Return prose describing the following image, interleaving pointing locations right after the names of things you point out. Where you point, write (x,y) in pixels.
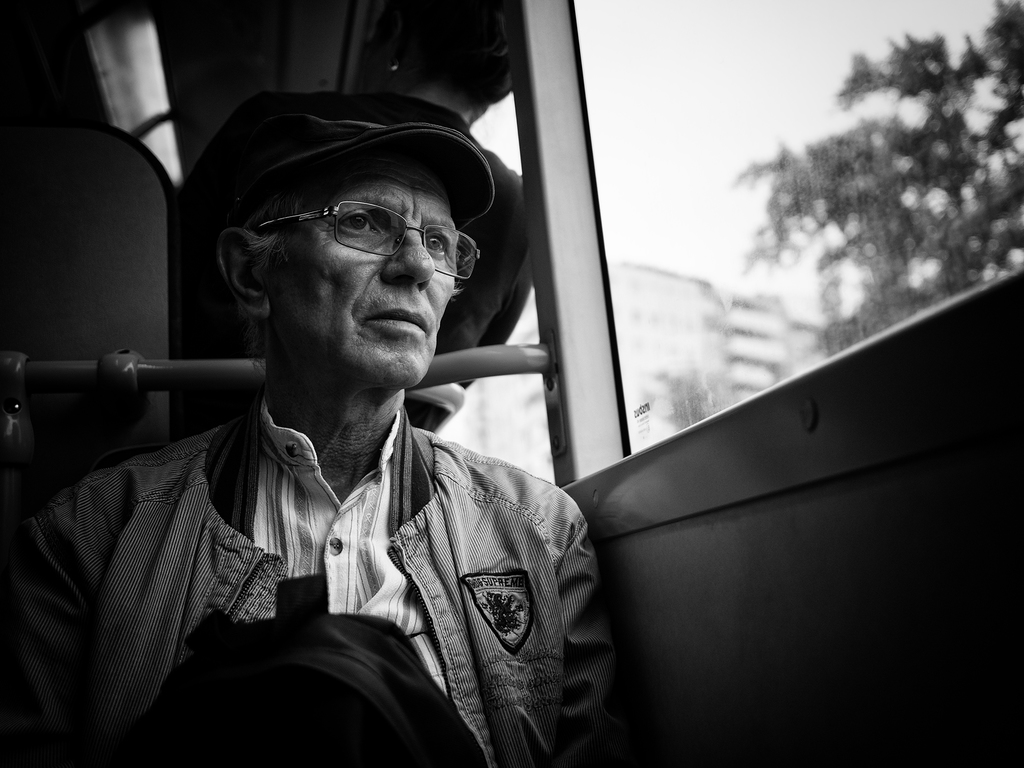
This is a black and white image. In this image, we can see a man (457,565) is in the vehicle (575,473). On the right side (862,275), we can see a glass window (833,254). In the background (88,379), we can see a metal rod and seats (14,234). On the right side (731,336), we can see a window (816,194), outside of the window (655,388), we can see some trees (910,231) and a building (650,367). At the top (729,39), we can see white color, at the bottom (344,640), we can see a bag (432,699) in the bus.
